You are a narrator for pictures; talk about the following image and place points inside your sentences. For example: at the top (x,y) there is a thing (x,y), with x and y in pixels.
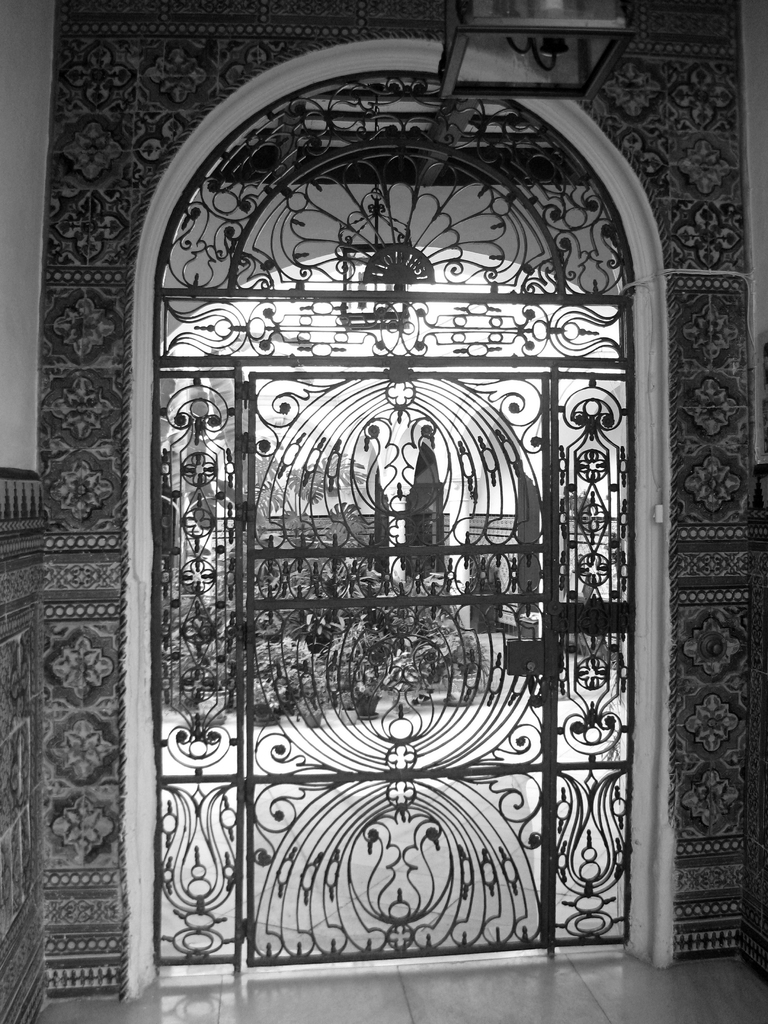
In this image I see the door (216,206) over here and I see the wall (629,111) on which there are designs (110,852) and I see the light (534,78) over here and I see that this is a black and white image and I see the floor (325,1001).
